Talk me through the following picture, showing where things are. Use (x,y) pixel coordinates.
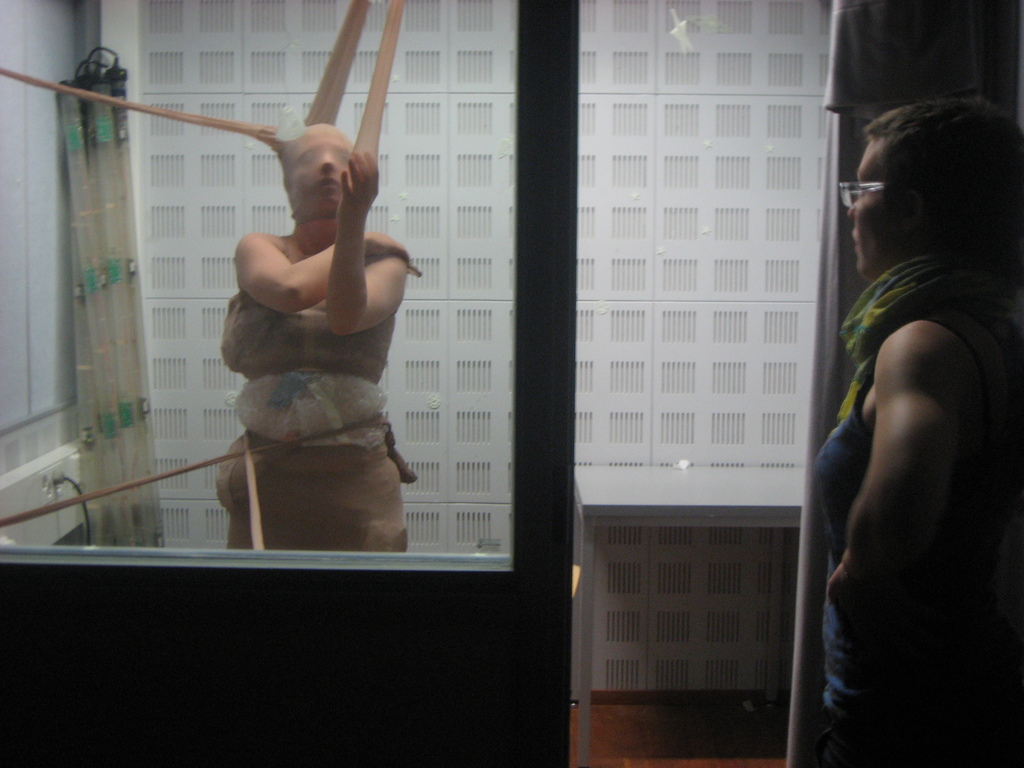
This is the picture of a place where we have a person (314,355) with some clothes (284,470) and things (154,485) tied to him and there is an other person (910,194) in spectacles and behind there is a white wall (768,376).
